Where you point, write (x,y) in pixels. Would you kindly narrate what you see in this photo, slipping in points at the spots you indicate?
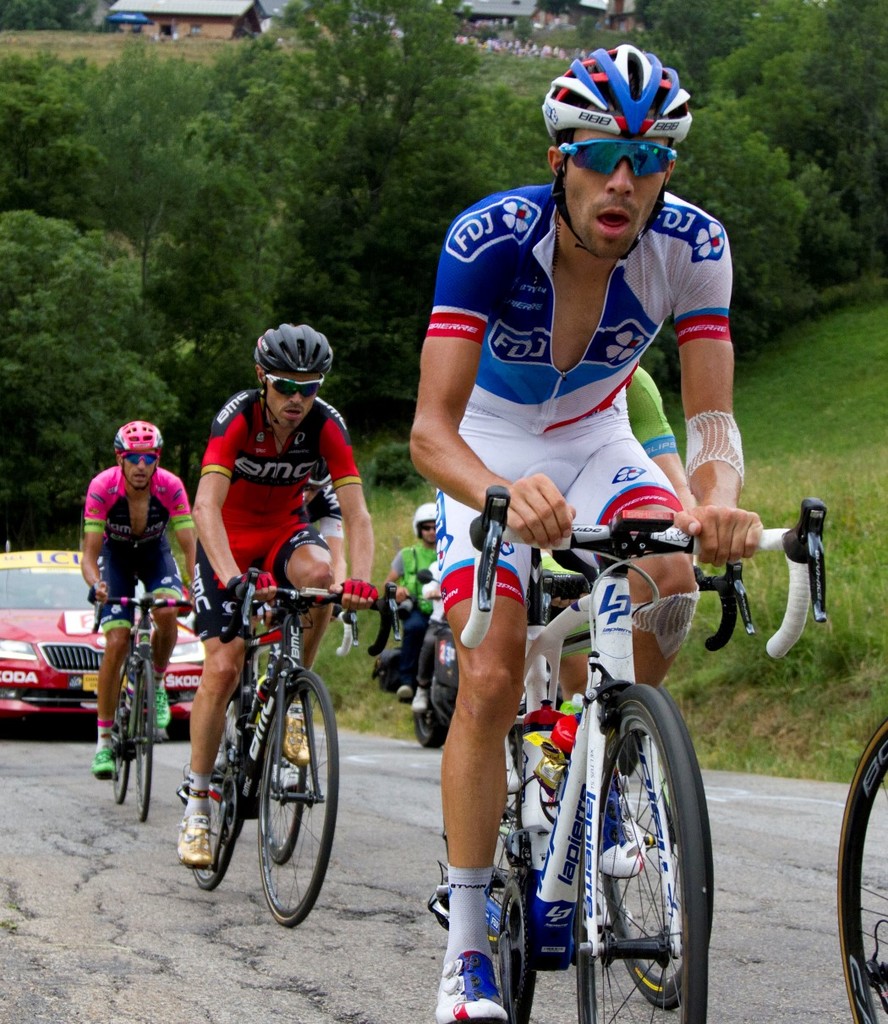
In the given image i can see a people (165,529) riding bicycle (525,793), car (23,625), grass (872,600), trees (55,246) and in the background (152,18) i can see the houses (493,7).
